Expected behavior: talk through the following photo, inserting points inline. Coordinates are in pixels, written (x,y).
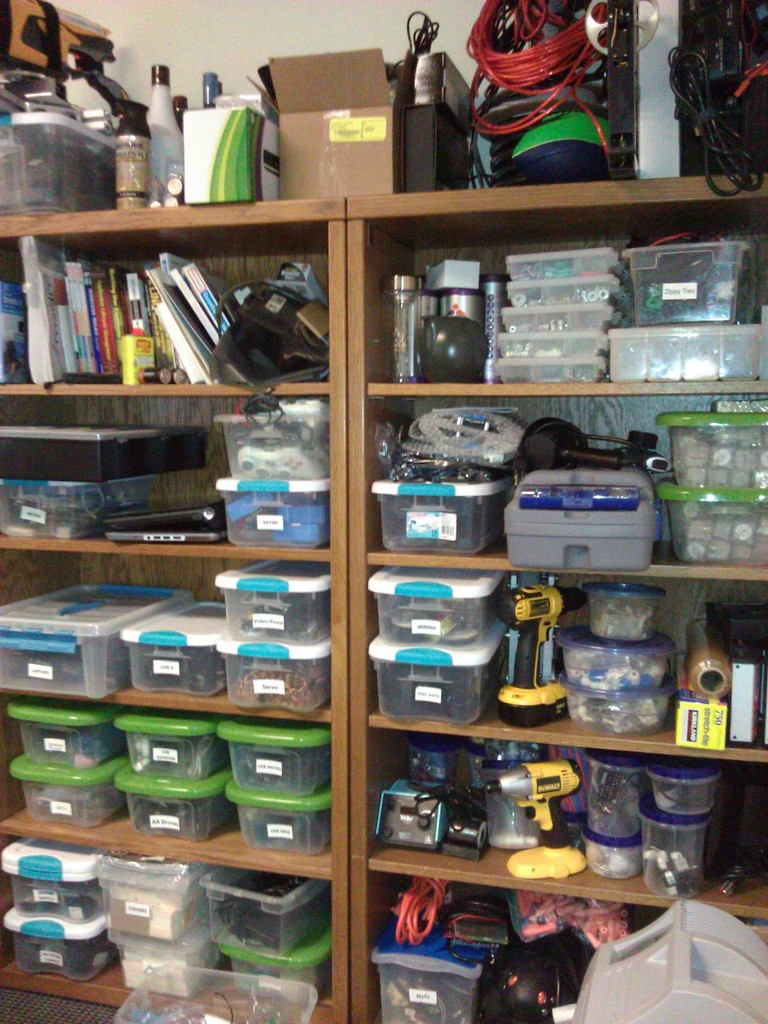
In this image there are shelves (377,568), there are objects (327,415) on the shelves (377,568), there is a mat (64,1012) towards the bottom of the image (47,1006), there are objects (392,964) towards the bottom of the image (175,1003), at the background (239,35) there is a wall (289,15).
